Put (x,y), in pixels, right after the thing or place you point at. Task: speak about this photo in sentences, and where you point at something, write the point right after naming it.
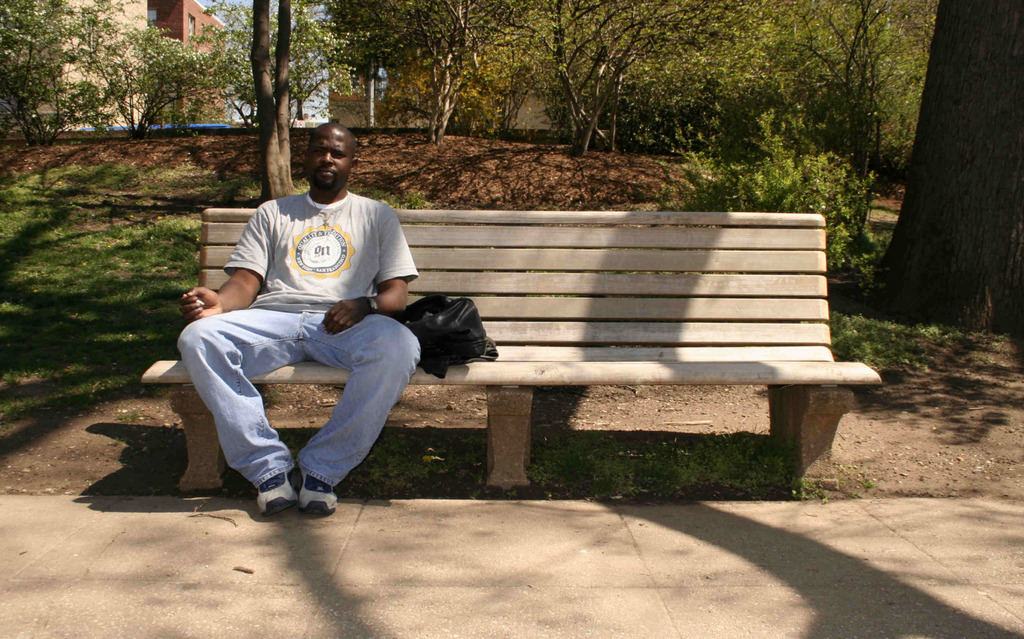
In this image i can see a man (365,335) sitting on a bench (671,346) and a bag (470,316) beside him. In the background (442,104) i can see buildings (184,16), trees (160,30) and the sky (241,18).
